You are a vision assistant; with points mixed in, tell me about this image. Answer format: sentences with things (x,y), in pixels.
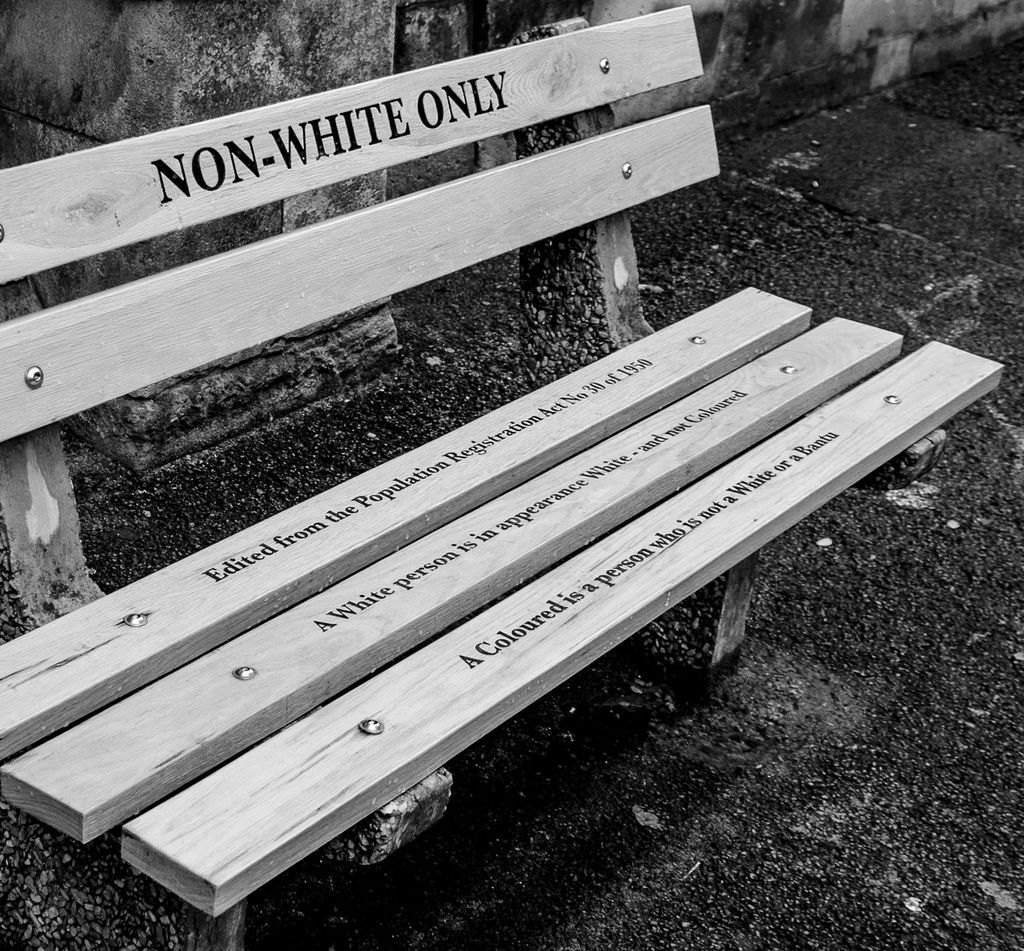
On the left side (267,671), there is a wooden bench (128,154), on which there are texts (671,535). In the background (945,18), there is a wall (957,48).
